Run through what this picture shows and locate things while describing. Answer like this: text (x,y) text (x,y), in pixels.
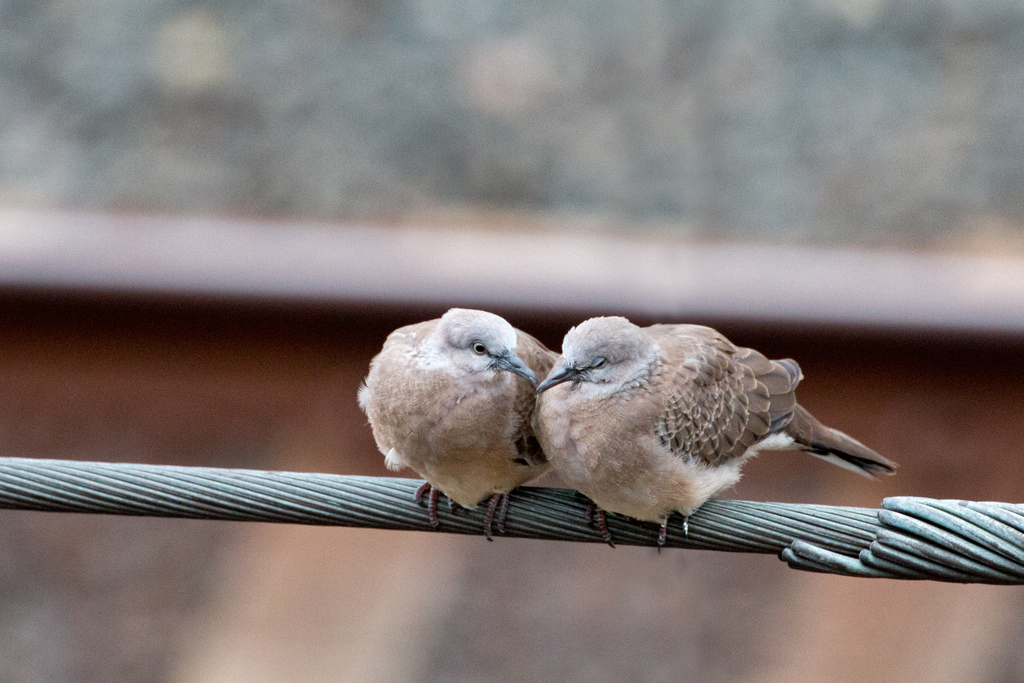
In this image I can see two birds (557,375) which are brown, black and cream in color on a wire (326,493). I can see the blurry background (236,95).
